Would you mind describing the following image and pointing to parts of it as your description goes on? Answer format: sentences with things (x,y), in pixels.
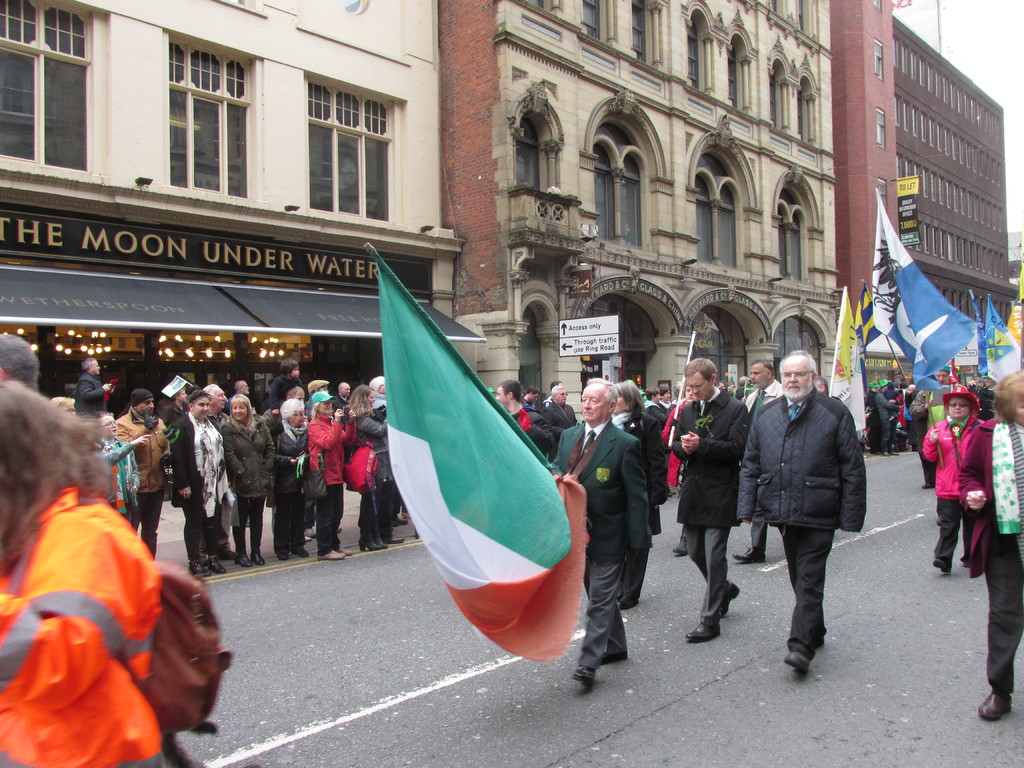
In this image there are a few people (559,461) walking on the road (778,540), a few (216,469) are standing and a few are holding flags (543,491) in their hands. In the background (880,136) there are buildings (594,129).
